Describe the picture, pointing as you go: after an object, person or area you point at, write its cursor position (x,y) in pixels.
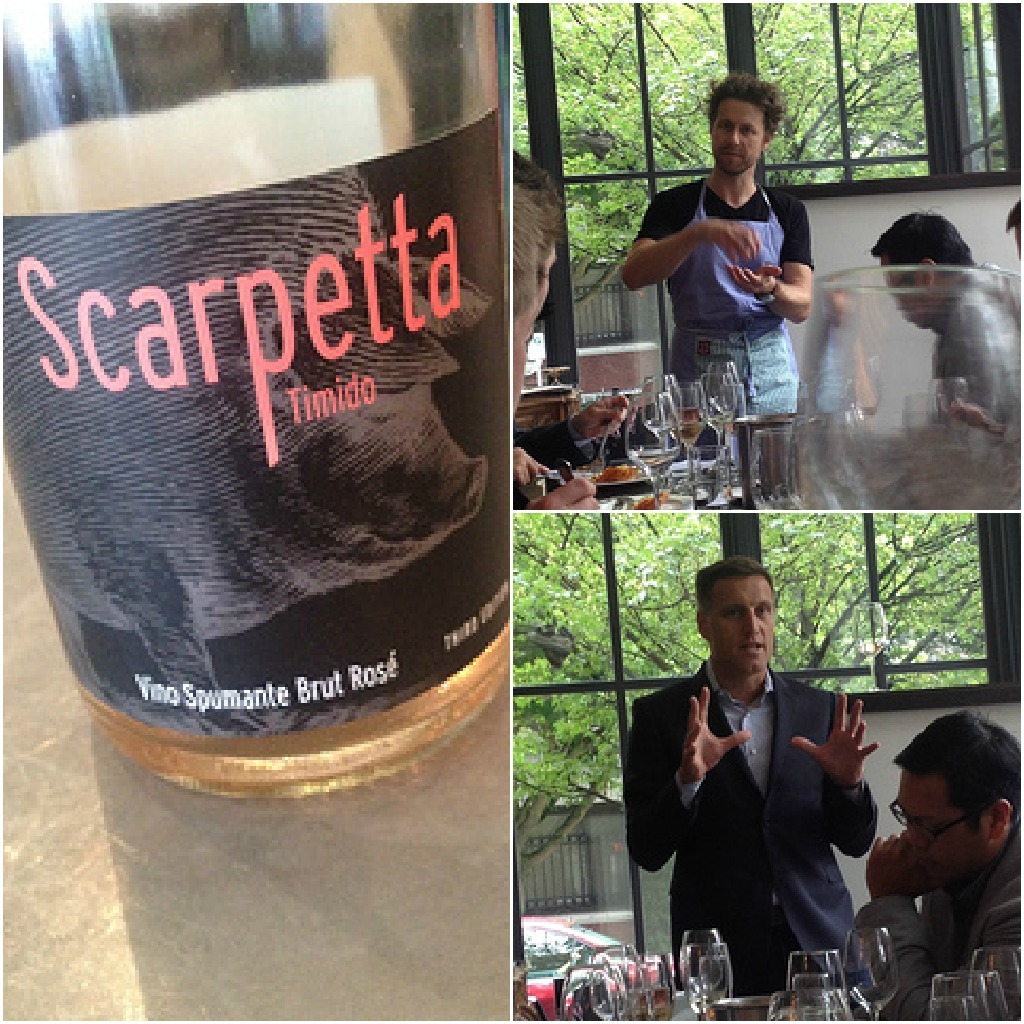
This is a collage of three images. On the left (204,580) image there is a bottle (252,458) with label (241,402). On the right top (742,275) image there are persons (658,257). Also there are glasses (659,464) and many other items (633,466). In the back (721,65) there are windows (641,90). Through the windows (544,140) we can see trees (800,62). On the right bottom (803,818) image there are two persons (851,818). There are glasses (704,979) and many other items (669,968). In the back (570,626) there are windows (869,534). Through the windows (652,560) we can see trees (815,597).
